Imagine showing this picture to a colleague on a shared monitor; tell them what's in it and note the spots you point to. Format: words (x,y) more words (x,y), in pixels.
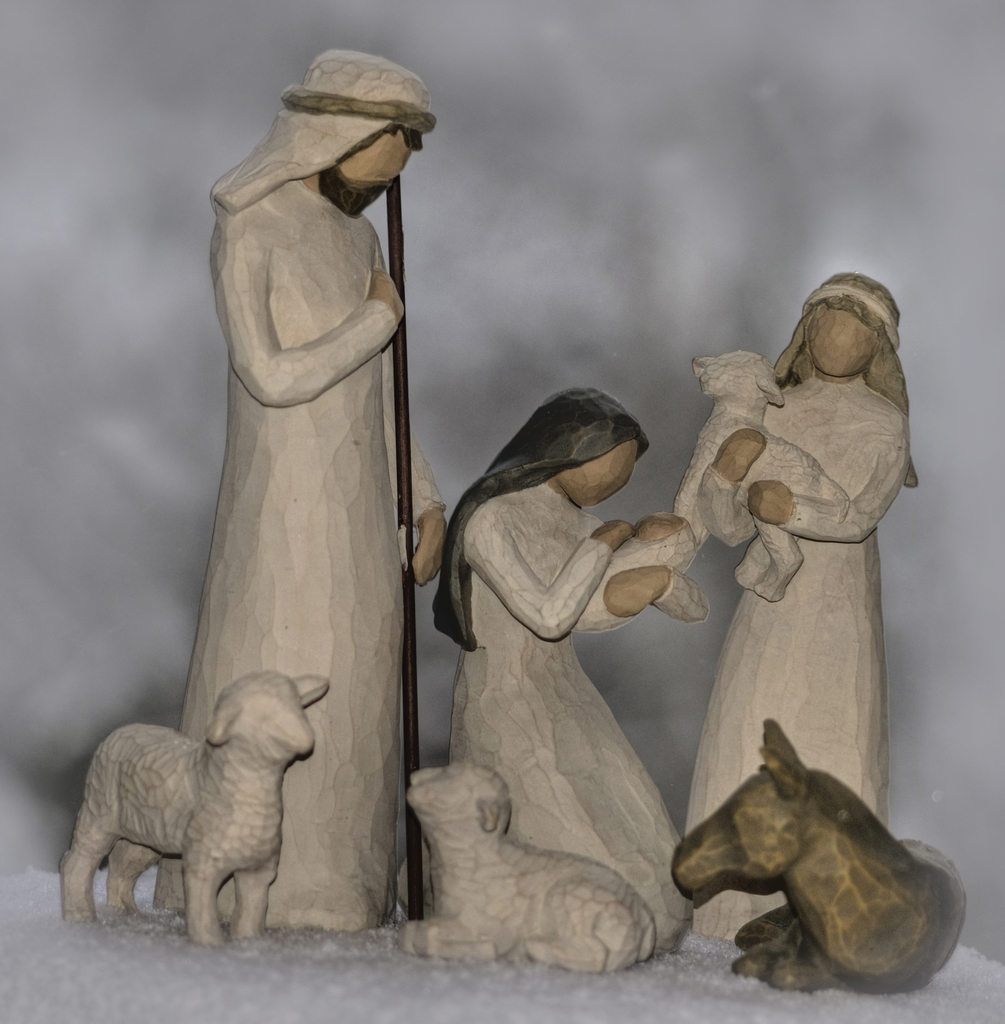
We can see sculptures (804,520) of people (296,250) and animals (508,847) on the surface (353,969). In the background (270,125) it is white.
